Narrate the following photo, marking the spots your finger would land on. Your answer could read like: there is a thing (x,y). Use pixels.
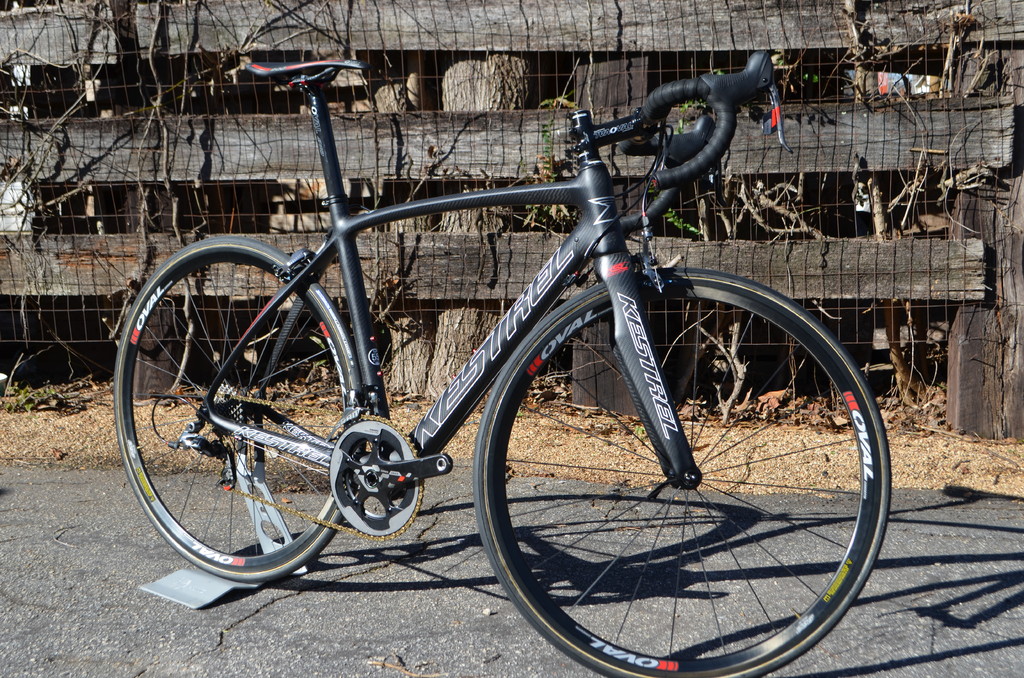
In the center of the image (436,403) there is a bicycle (344,437) on the road (412,640). In the background (797,379) there is a fencing (705,47) and plant (558,104).
